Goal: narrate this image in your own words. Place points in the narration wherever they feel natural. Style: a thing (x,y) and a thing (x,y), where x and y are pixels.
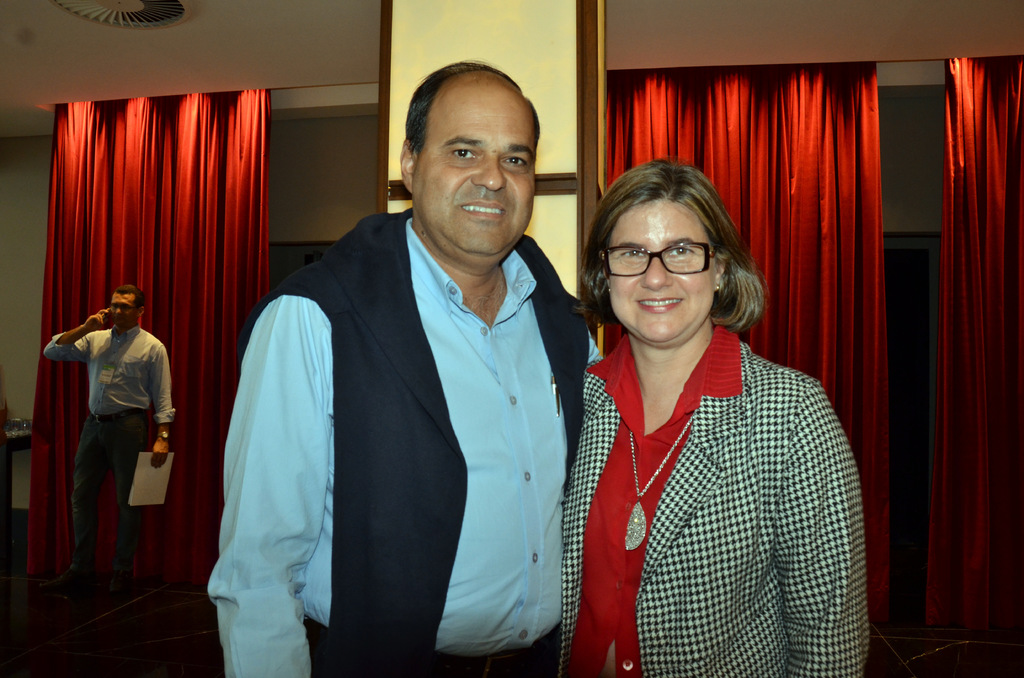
In this image in the foreground (593,309) there is one man (410,524) and one woman (646,444) and woman (643,477) is wearing spectacles (643,250), and both of them are smiling. And in the background (966,216) there are curtains (732,142), wall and one person (103,367) is standing. And talking in a mobile phone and he is holding papers (160,494), and also there is wall (29,220) and some objects (2,501). At the top (145,45) there is ceiling (151,64).
